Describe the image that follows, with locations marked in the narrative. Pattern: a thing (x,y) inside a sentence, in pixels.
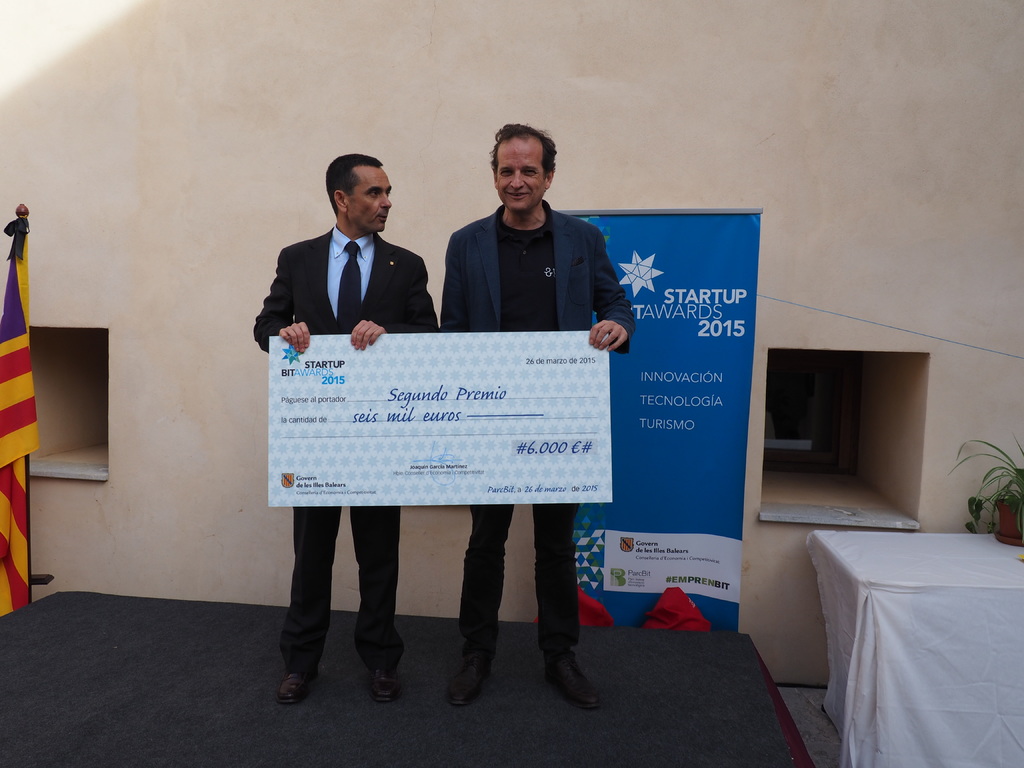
In this picture there is a man (526,135) who is wearing blazer (562,263) t-shirt (540,321), trouser (488,613) and shoe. Beside him there is another man (304,315) who is wearing suit (376,312), trouser (360,636) and shoe (287,675). Both of them are holding check board (459,386). Beside them there is a banner (717,411) near to the window (809,375) and wall (822,324). In the bottom right corner (997,522) I can see the pot (1003,511) and plant (989,492) on the table (951,552). On the left (5,321) there is a flag (13,303) near to the stage (92,643).
